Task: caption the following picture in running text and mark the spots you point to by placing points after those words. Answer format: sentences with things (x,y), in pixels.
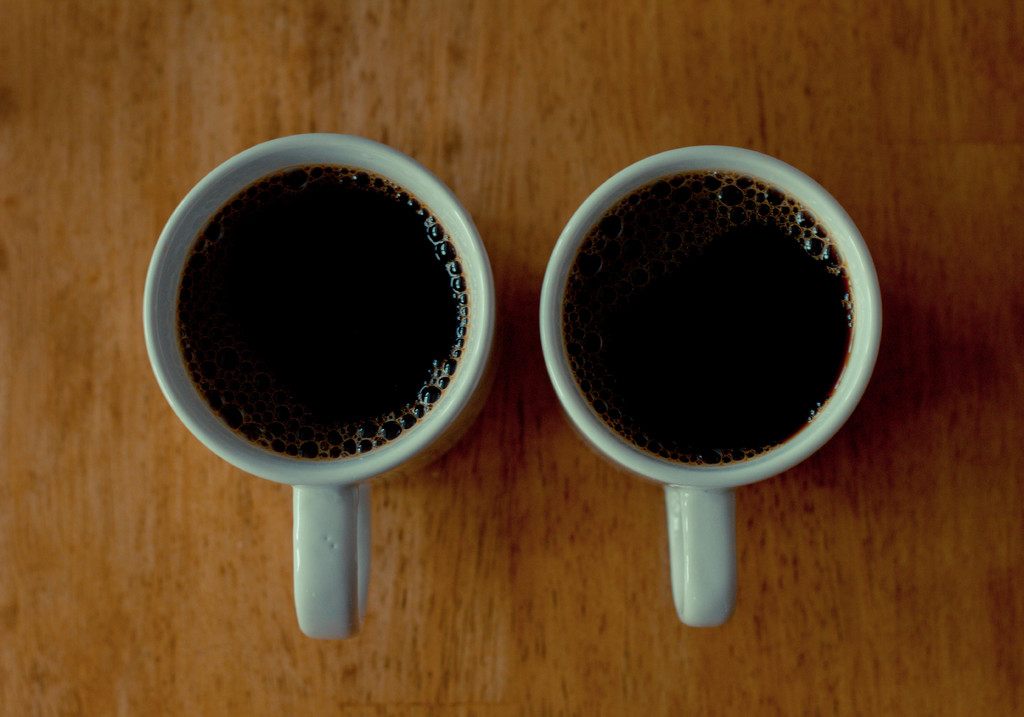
Here we can see two cups (165,386) with liquid (427,324) in it on a platform (526,183).
